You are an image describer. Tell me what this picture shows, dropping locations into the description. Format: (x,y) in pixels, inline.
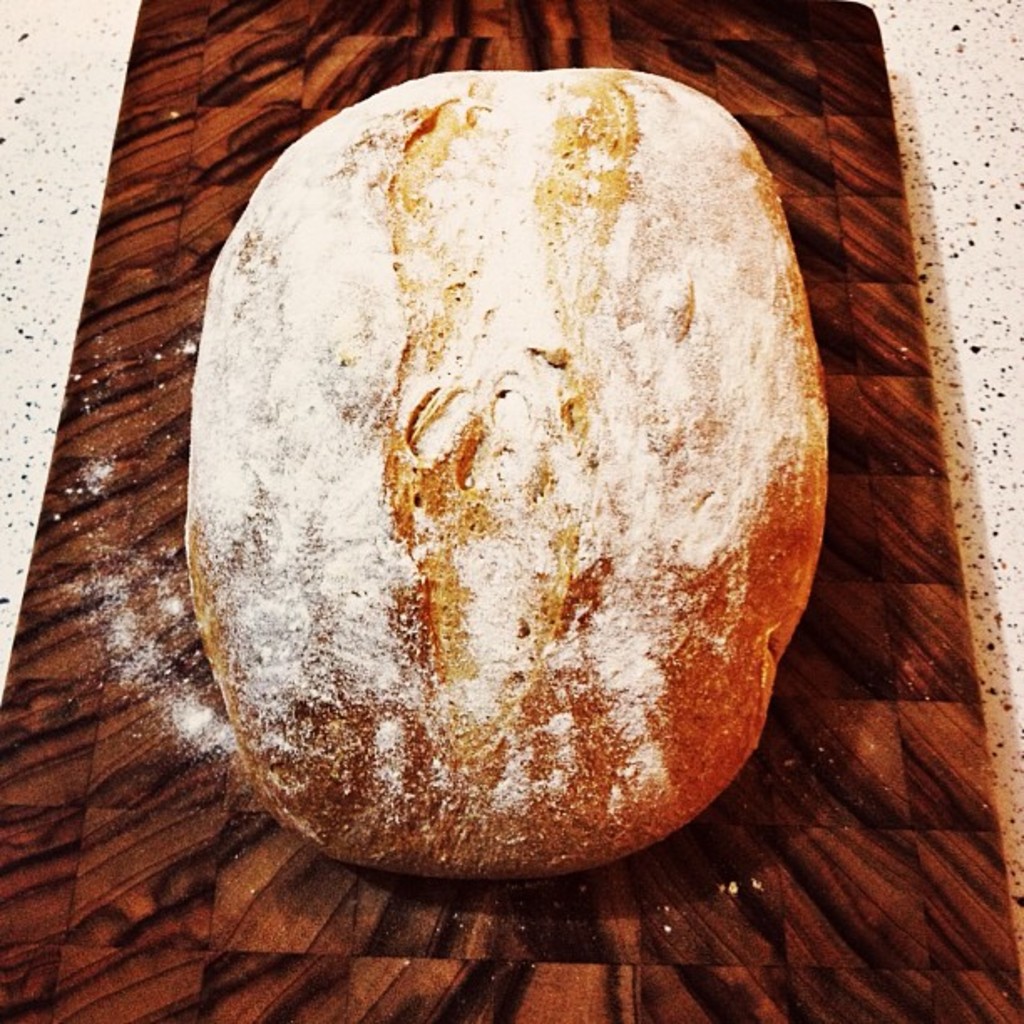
In this image I can see a food (305,156) which is in brown color on some brown color object (178,396).
